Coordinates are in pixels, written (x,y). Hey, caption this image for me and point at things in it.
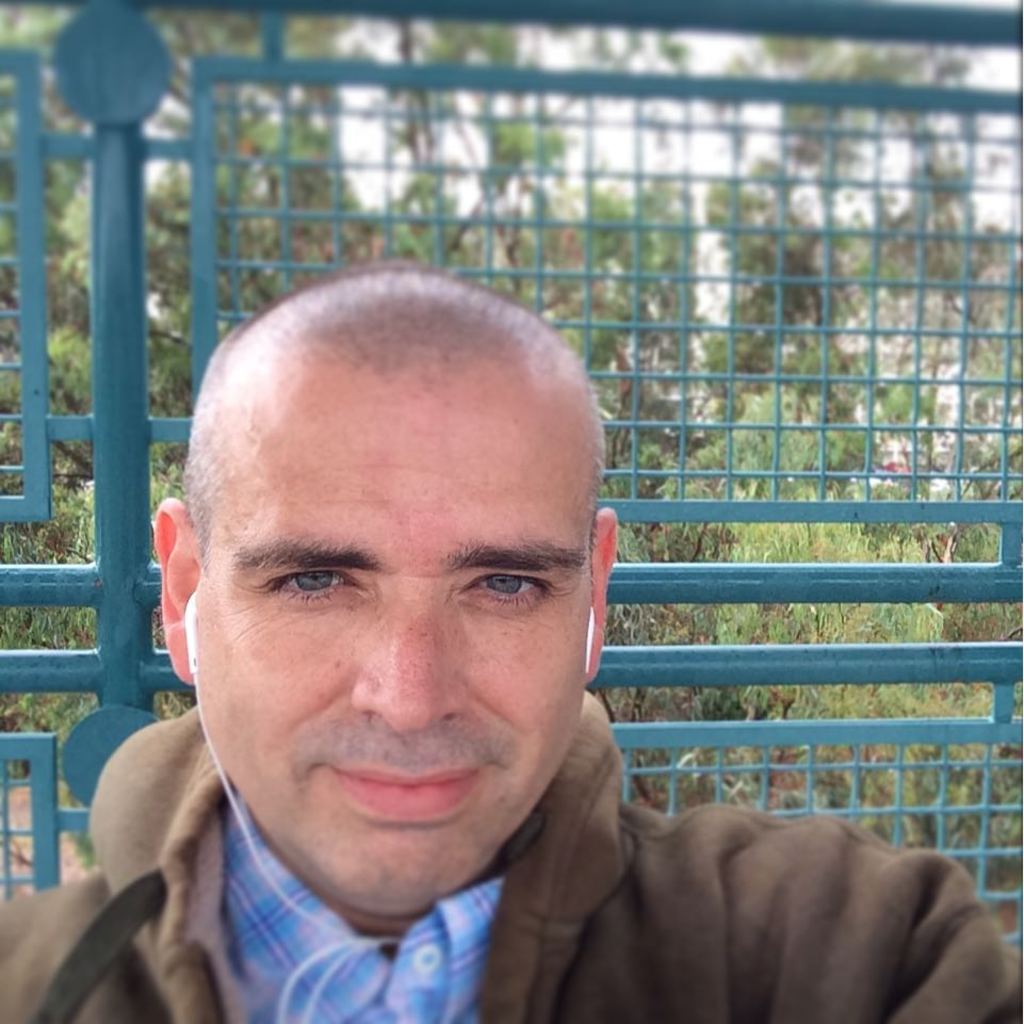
In this image we can see a man (338,608). On the backside (666,508) we can see a metal fence (135,601), a group of trees (721,705) and the sky (714,260).
